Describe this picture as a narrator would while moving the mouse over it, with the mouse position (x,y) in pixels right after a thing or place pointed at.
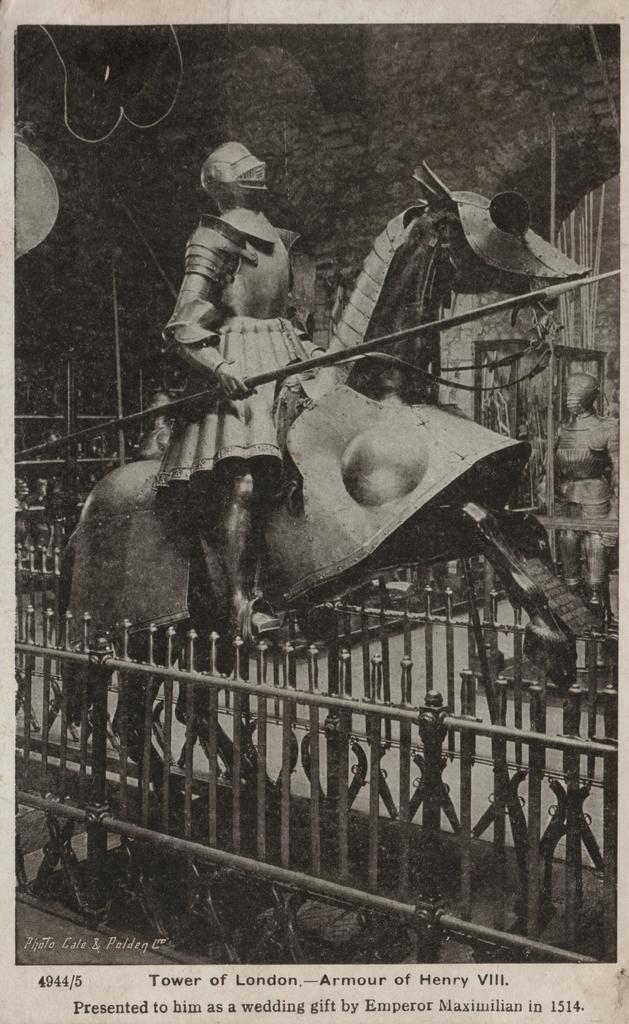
This is a black and white image. In this image we can see some statues (247,222) and a fence (367,819) around it. On the backside (144,334) we can see a wall (136,350). On the bottom of the image (455,1009) we can see some text (407,983).
